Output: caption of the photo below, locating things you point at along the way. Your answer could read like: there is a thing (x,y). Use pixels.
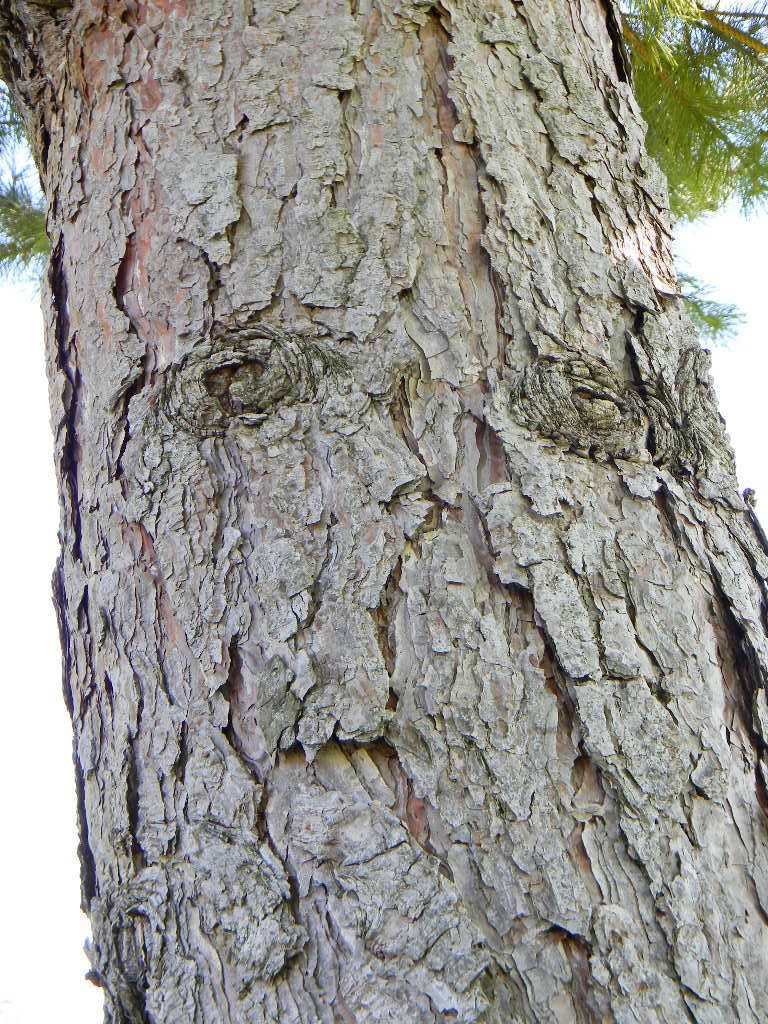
In the picture we can see a tree branch (514,882) and some plants (691,109) on the top of it and besides, we can see some part of the sky (26,470).
